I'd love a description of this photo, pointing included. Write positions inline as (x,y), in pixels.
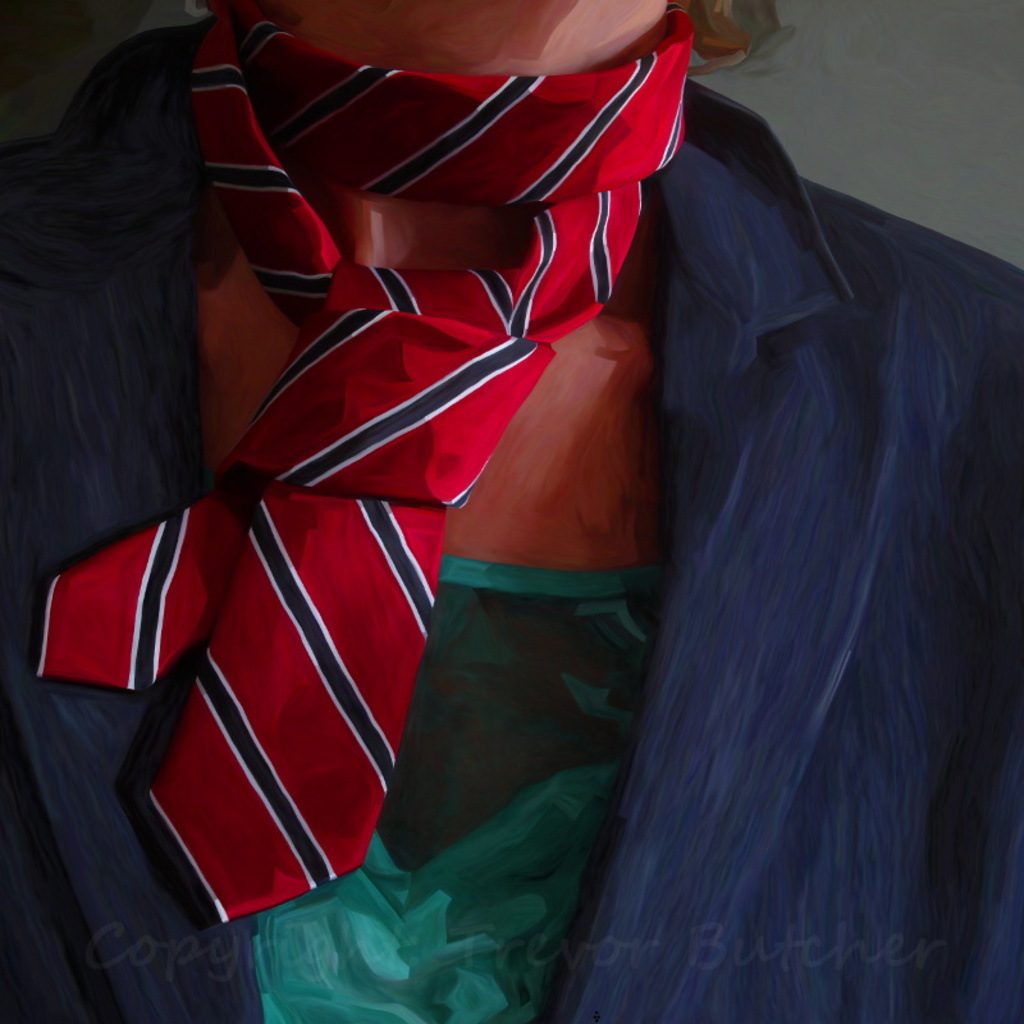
In this image we can see a painting (520,243), here a person (476,276) is standing, he is wearing the suit (665,479), here is the tie (321,232).
